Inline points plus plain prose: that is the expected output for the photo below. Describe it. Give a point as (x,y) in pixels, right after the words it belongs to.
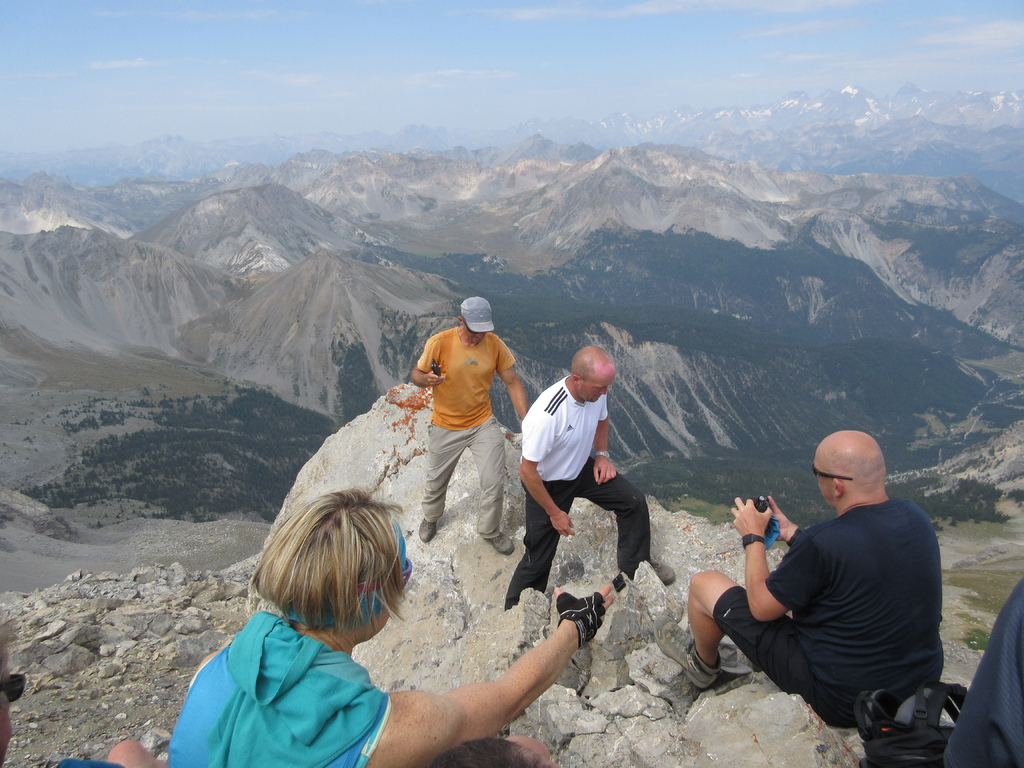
In this image there are few people (899,606) on the hill (445,581). On the ground (650,733) there are stones (159,641). In the background (423,287) there are hills (594,267) and the sky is cloudy.
